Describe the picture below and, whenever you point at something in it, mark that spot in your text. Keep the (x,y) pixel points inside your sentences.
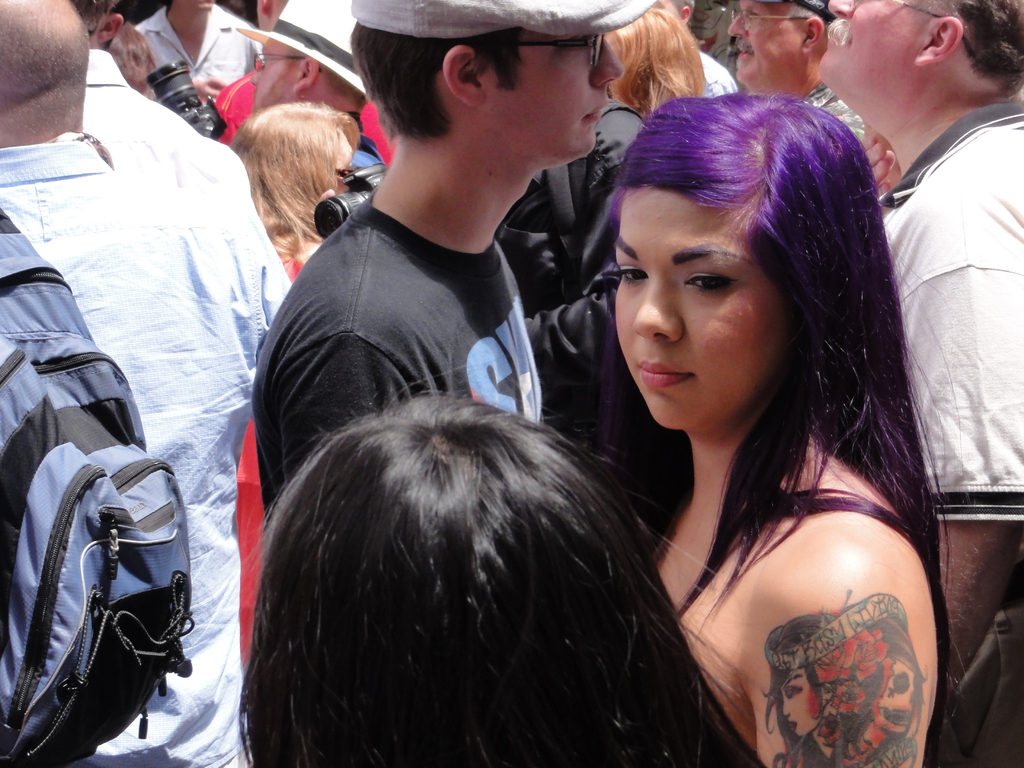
In this image, group of peoples (463,698) are standing. Here there is a backpack (90,500) on the left side (104,538). Right side (827,659), woman (810,661) is wearing a tattoo (849,690) on his hand (862,705). The middle person (496,64) is wear a cap (504,21). And here hat (316,47). Few (350,129) are holding a cameras (210,120).
